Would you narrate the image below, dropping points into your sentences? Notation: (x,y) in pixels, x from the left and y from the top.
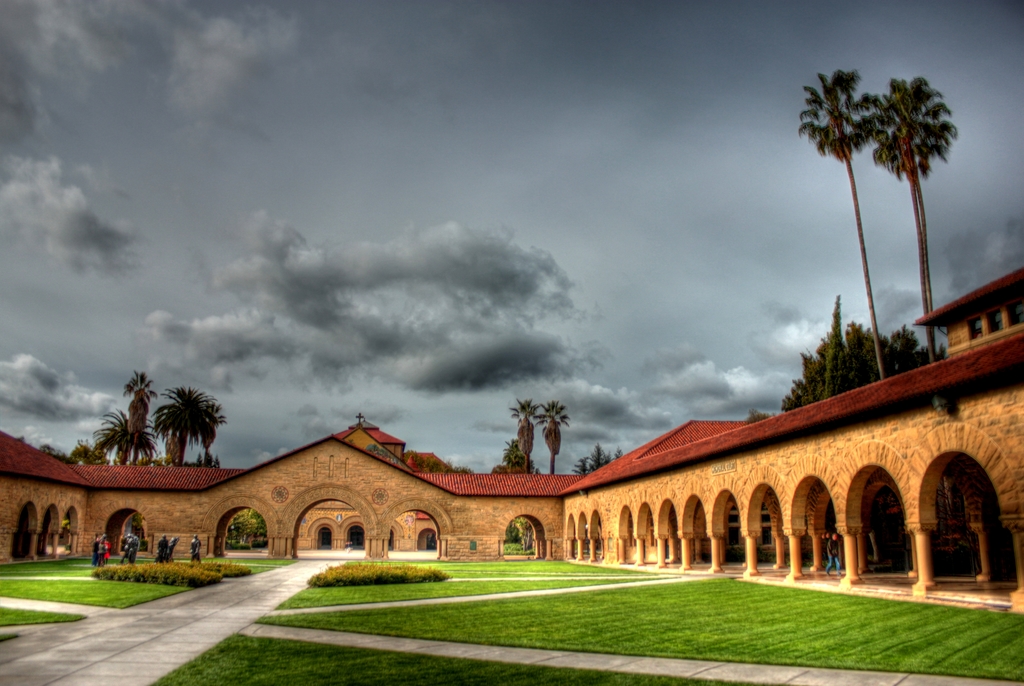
In this image there are buildings (1013,283) and we can see trees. There are people (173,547). We can see shrubs (346,570). In the background (409,331) there is sky (479,269).
